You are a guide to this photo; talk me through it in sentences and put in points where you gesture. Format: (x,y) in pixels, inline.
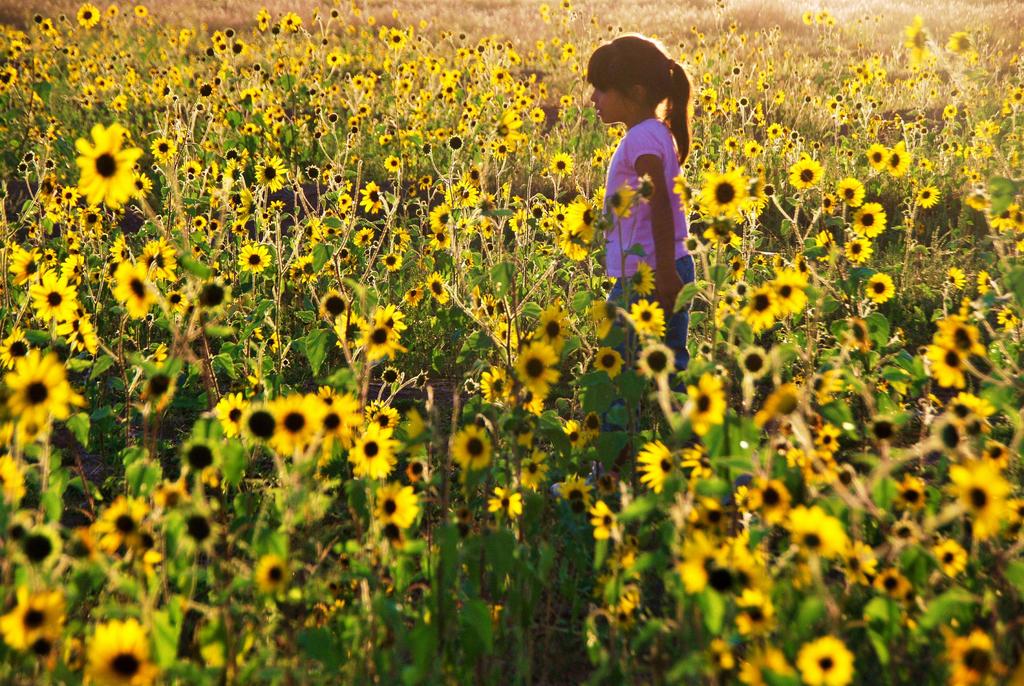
In this image there is a girl (646,141) standing in between the sunflowers (548,348).
